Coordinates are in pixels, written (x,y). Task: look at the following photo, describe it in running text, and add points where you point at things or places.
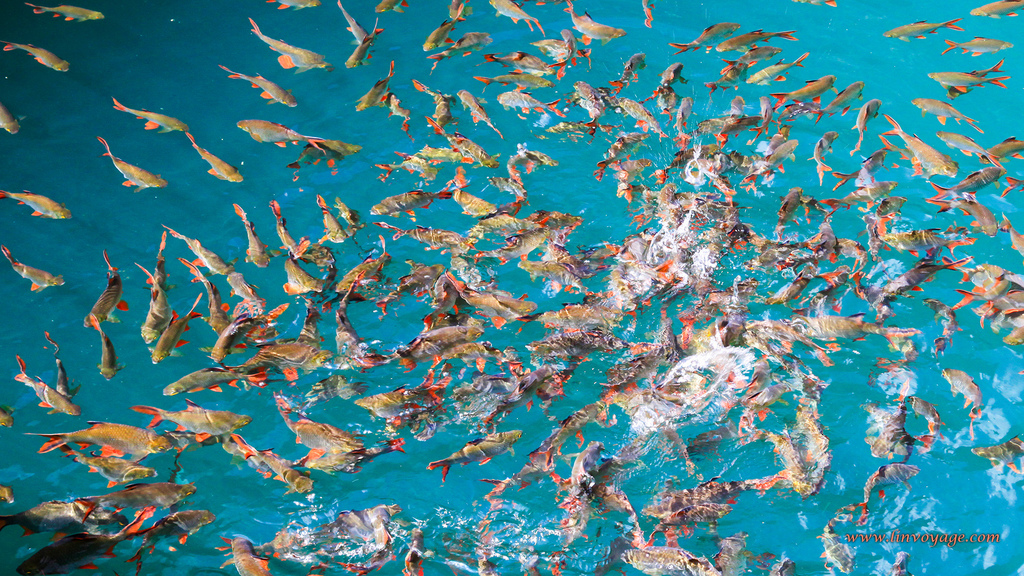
In this picture we can see a group of fish (312,278) and water (678,328), in the bottom right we can see some text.
